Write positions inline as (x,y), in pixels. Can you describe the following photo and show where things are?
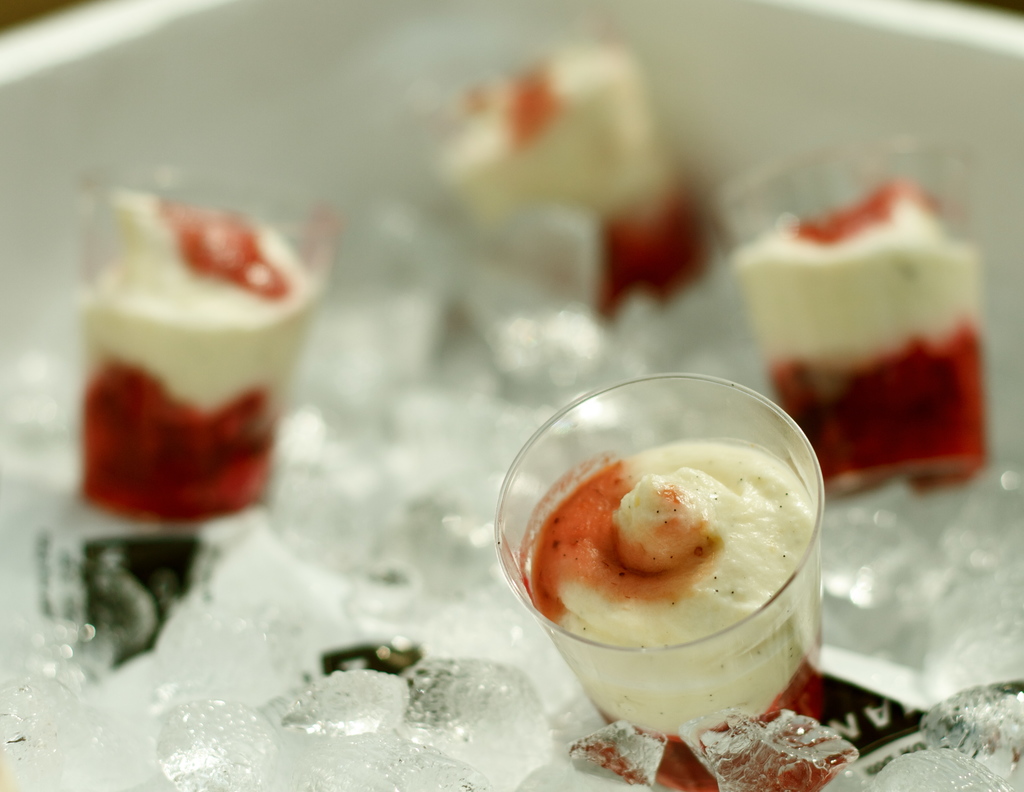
In this image, we can see some food item (658,506) in the glass (610,675). Here we can see ice cubes (407,751) and some text (881,726). Background (1019,362) we can see the blur view. Here we can see glasses (176,385) with food (694,260) and ice cubes (123,676). Top of the image (817,39), we can see white color object (496,51).
